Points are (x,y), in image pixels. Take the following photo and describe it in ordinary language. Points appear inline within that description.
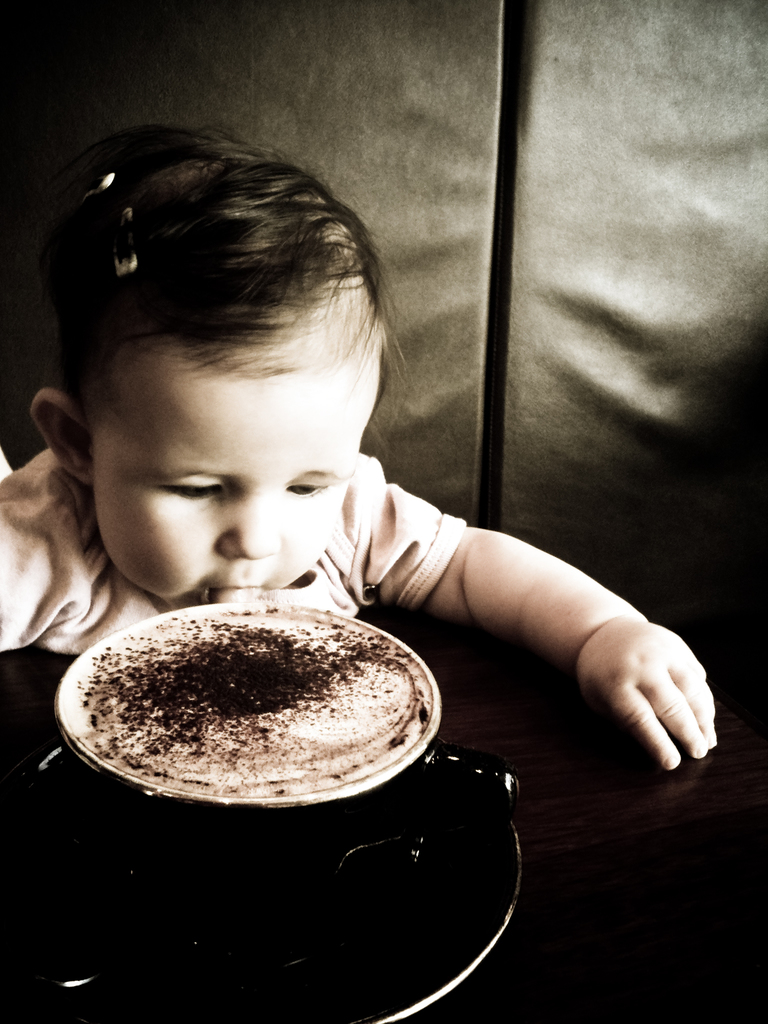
In this picture we can see a kid (356,464), in front of the kid (353,367) we can find a cup (258,809) with drink (256,717) in it.
